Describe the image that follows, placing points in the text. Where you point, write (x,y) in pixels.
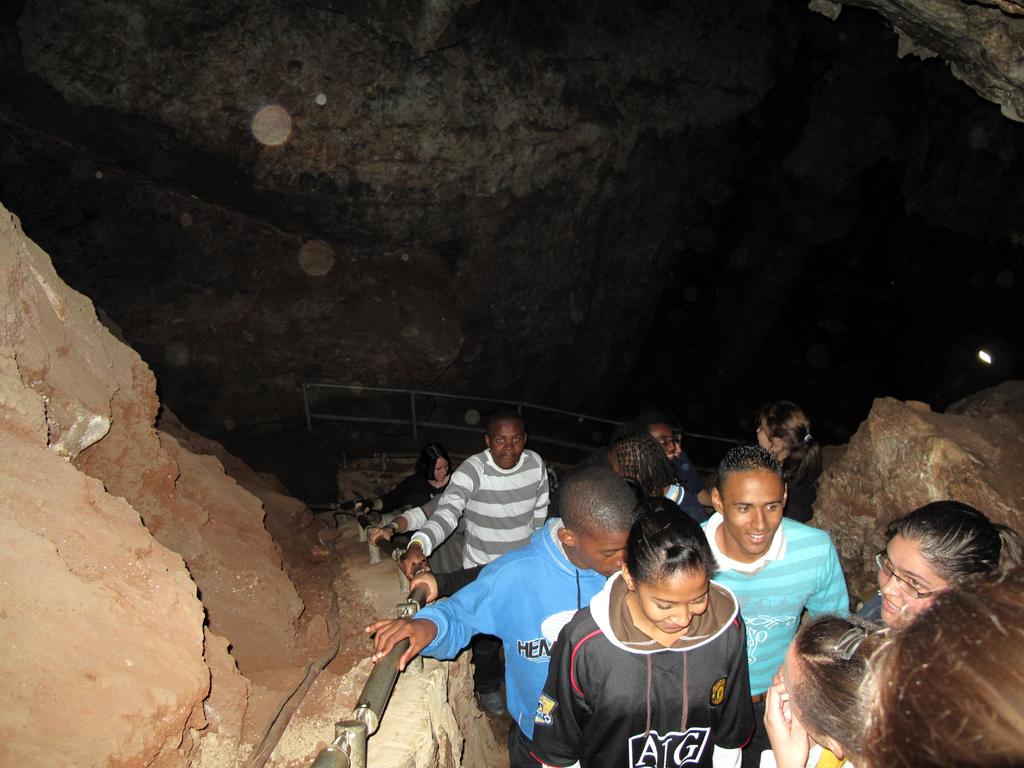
On the right side (875,644), there are persons (656,480) on the path (504,765). On both sides of this path (492,723), there is hill (949,430). And the background (213,192) is dark in color.
